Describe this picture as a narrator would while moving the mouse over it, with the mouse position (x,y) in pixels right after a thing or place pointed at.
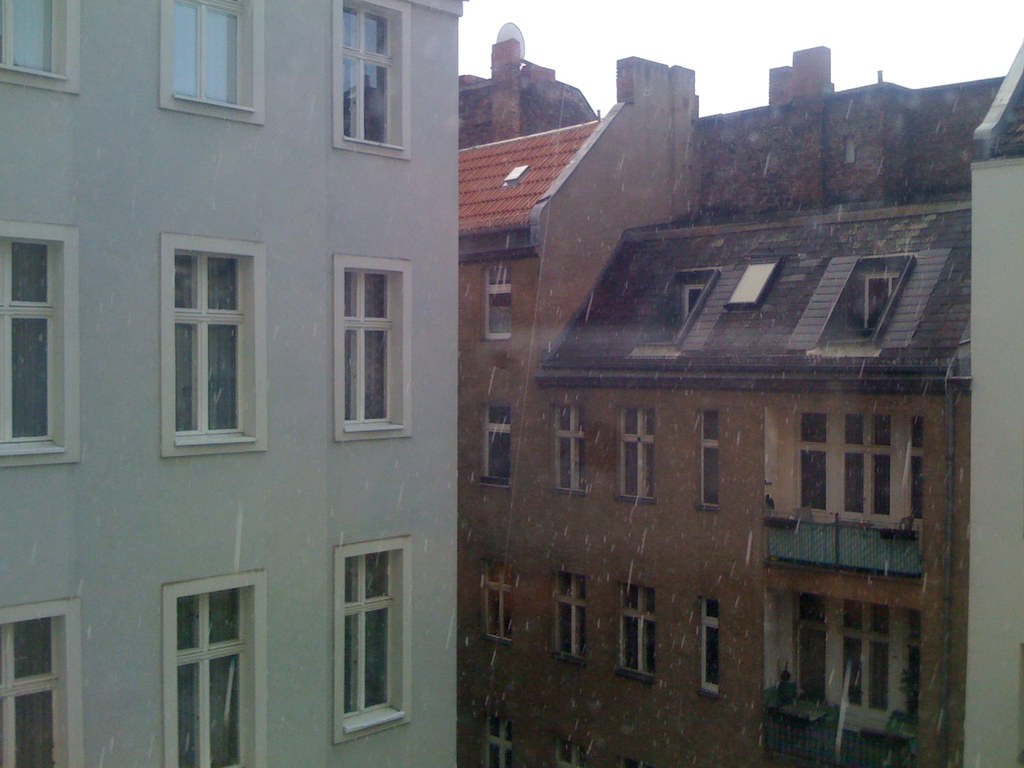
In this image I can see few buildings (592,340) and number of windows (167,292).
